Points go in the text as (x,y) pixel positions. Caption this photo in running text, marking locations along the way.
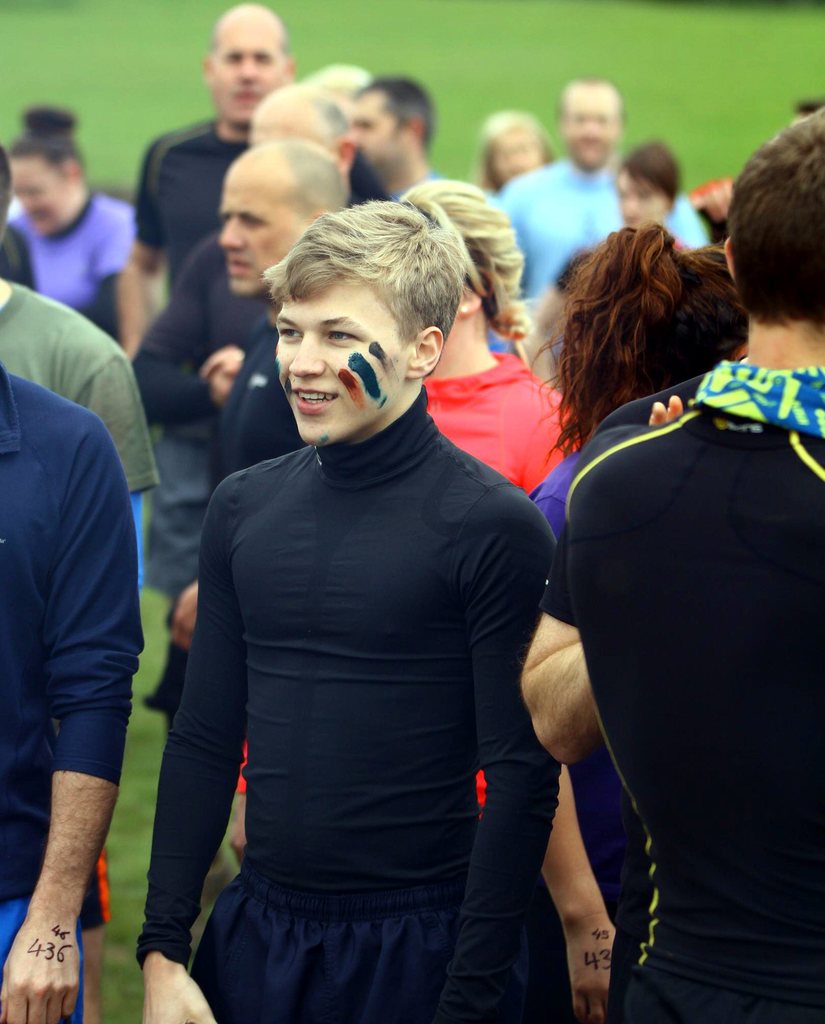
In this picture there are group of people (813,197) those who are standing in the center of the image (375,625) and there is grass land (434,62) at the top side of the image (434,167).
